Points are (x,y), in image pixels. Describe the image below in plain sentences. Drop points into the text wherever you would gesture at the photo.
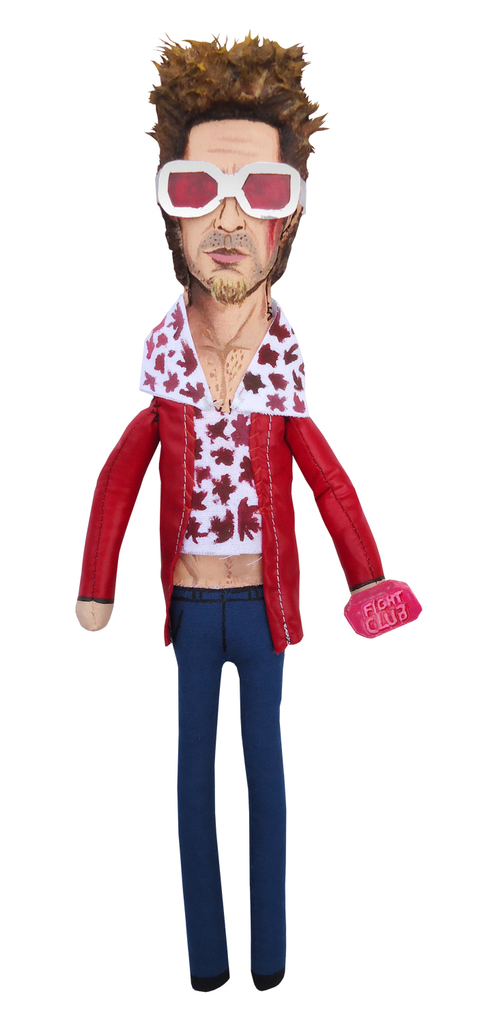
In this image we can see a toy (240,122) with white background (395,552).
